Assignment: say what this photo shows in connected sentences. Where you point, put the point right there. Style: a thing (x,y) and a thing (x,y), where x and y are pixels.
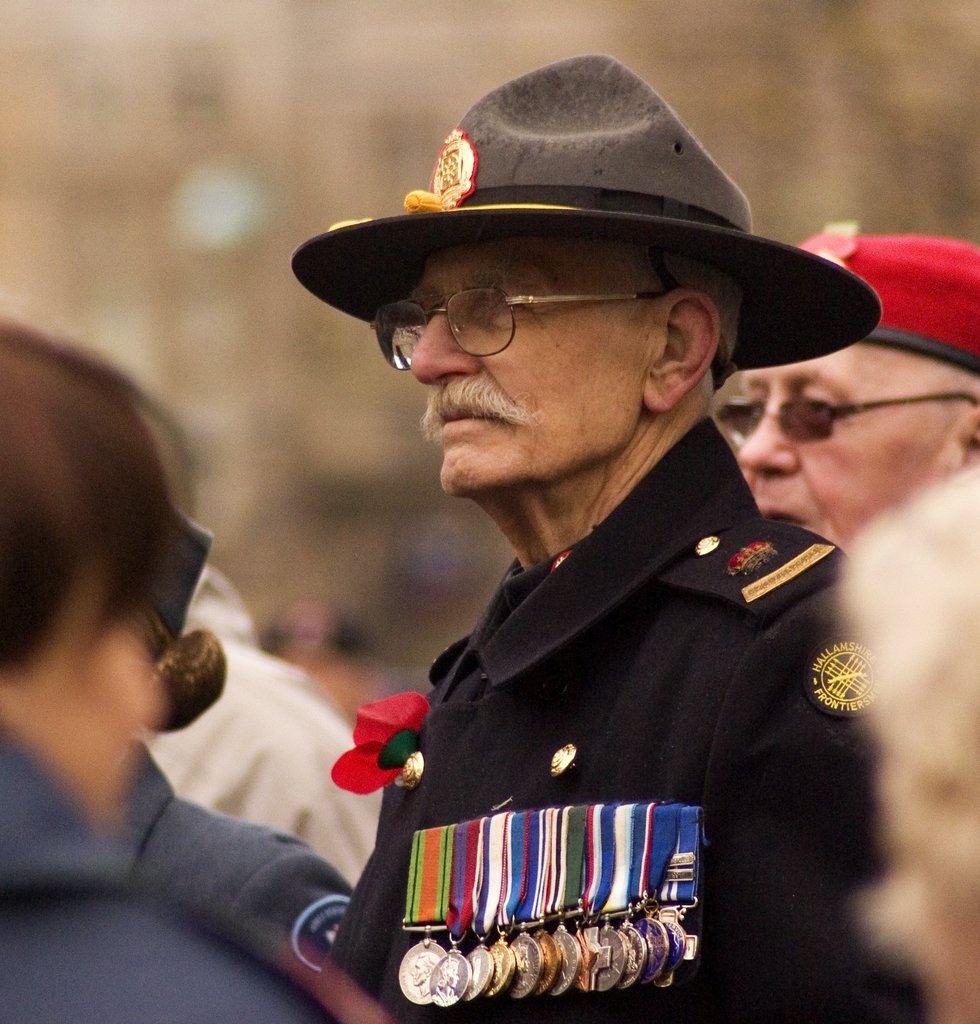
In this image, there is a person (644,497) on the blur background wearing medals (483,905) and hat (622,162). There is a person (759,400) on the right side of the image (877,432) wearing spectacles (844,404) and cap (917,301).
